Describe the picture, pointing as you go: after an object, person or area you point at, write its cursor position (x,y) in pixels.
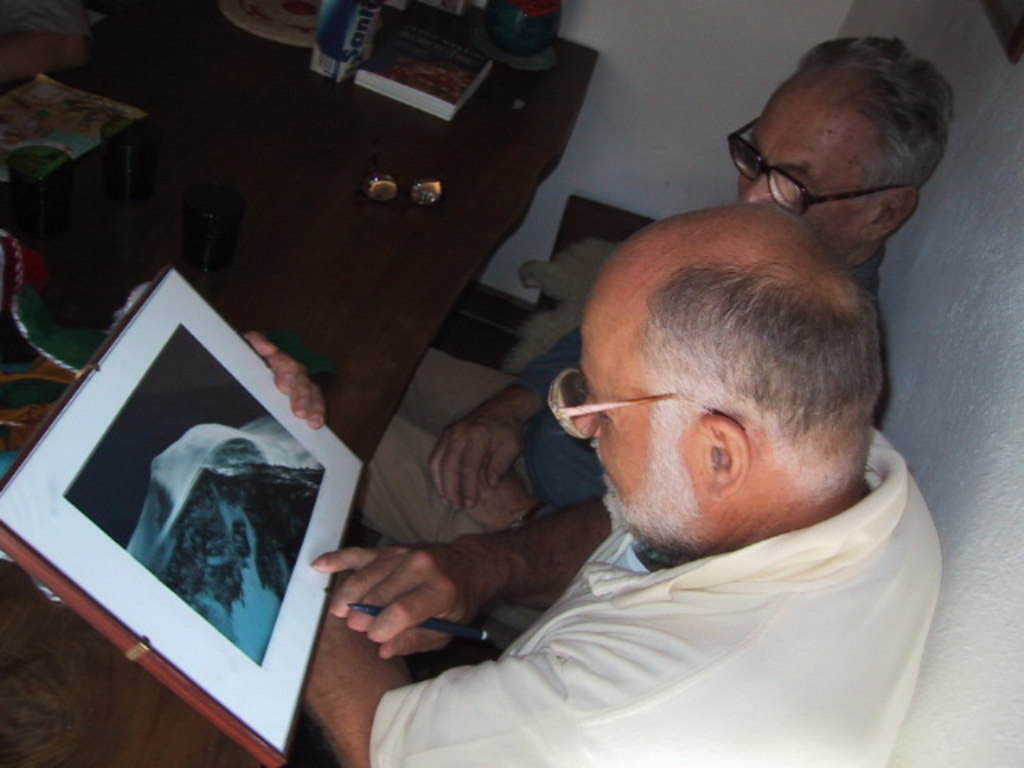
In this picture we can see two men (679,445) are sitting in front of a table (320,261), a man (409,563) in the front (655,589) is holding a pen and a photo frame (228,482), we can see two glasses (142,140), books (100,134) and other things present on the table (403,135), in the background (717,36) there is a wall (707,46).
